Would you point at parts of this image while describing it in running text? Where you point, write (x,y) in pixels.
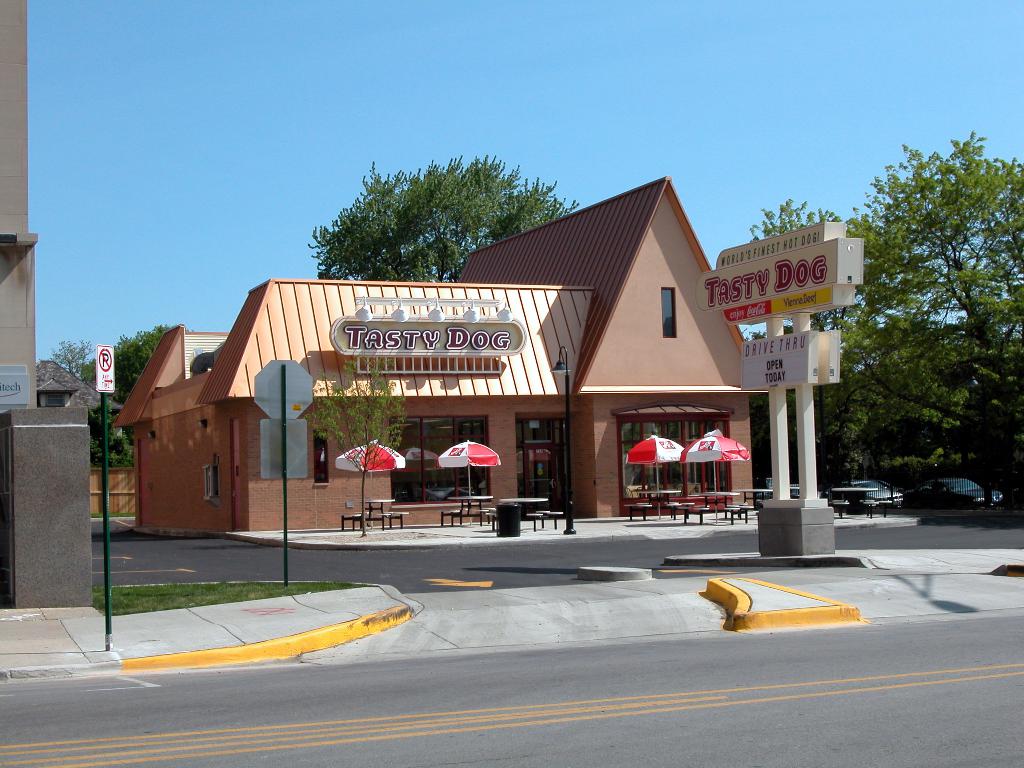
In this image, we can see some houses (308,455). We can see the ground (427,596). We can also see some tables (471,523), chairs (692,516), umbrellas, trees (946,464). We can see some grass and the fence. We can also see some poles (105,415). Among them, we can see some poles (283,486) with sign boards (296,447). We can also see the sky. We can also see some boards (786,369) with text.
